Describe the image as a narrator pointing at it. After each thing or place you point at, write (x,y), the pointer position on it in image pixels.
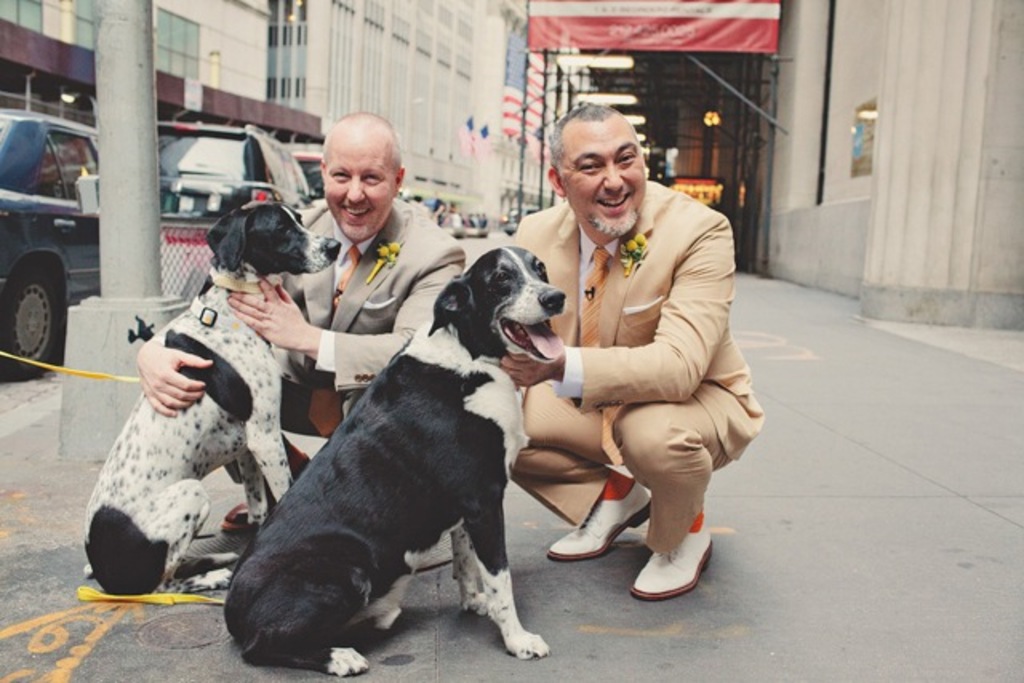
In this picture two guys (570,205) are holding two dogs (387,493) and one of them is white and the other is black. In the background (44,204) we observe many cars (262,169) and buildings (409,180). The picture is taken on a road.
